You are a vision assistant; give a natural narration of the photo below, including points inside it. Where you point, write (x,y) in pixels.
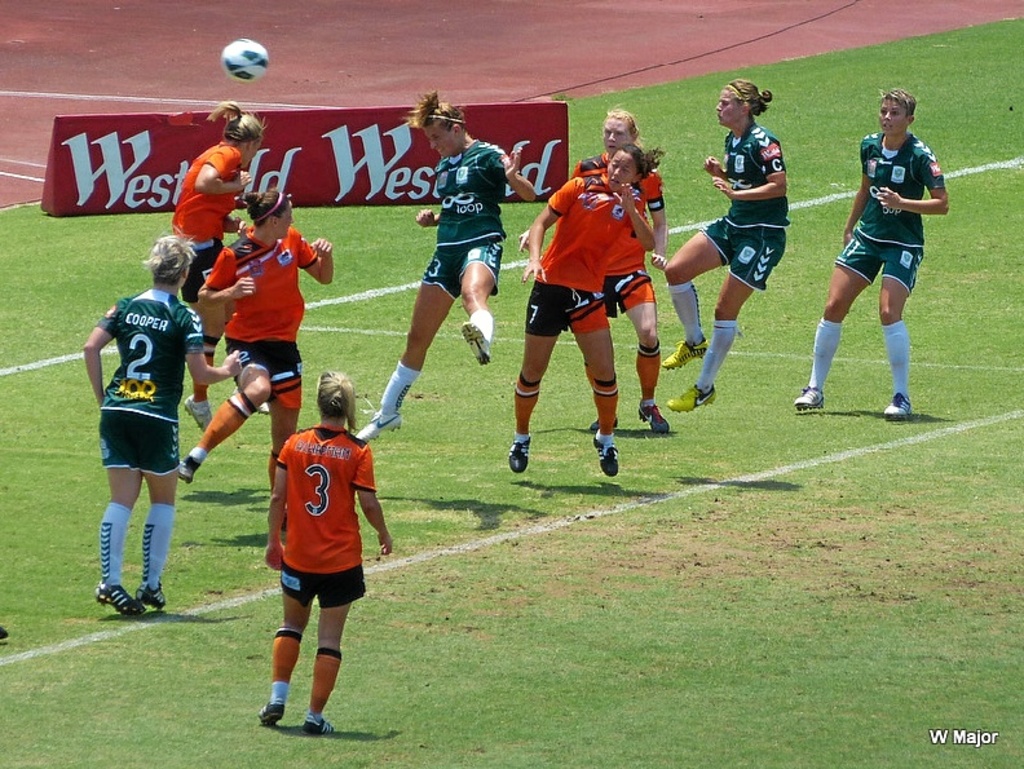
This image is taken outdoors. At the bottom of the image (640,623) there is a ground (750,510) with grass (885,475) on it. In the background (181,166) there is a board (110,139) with a text (110,139) on it. In the middle of the image (351,499) a few women (212,211) are playing football on the ground (674,378) and there is a ball (260,67).
